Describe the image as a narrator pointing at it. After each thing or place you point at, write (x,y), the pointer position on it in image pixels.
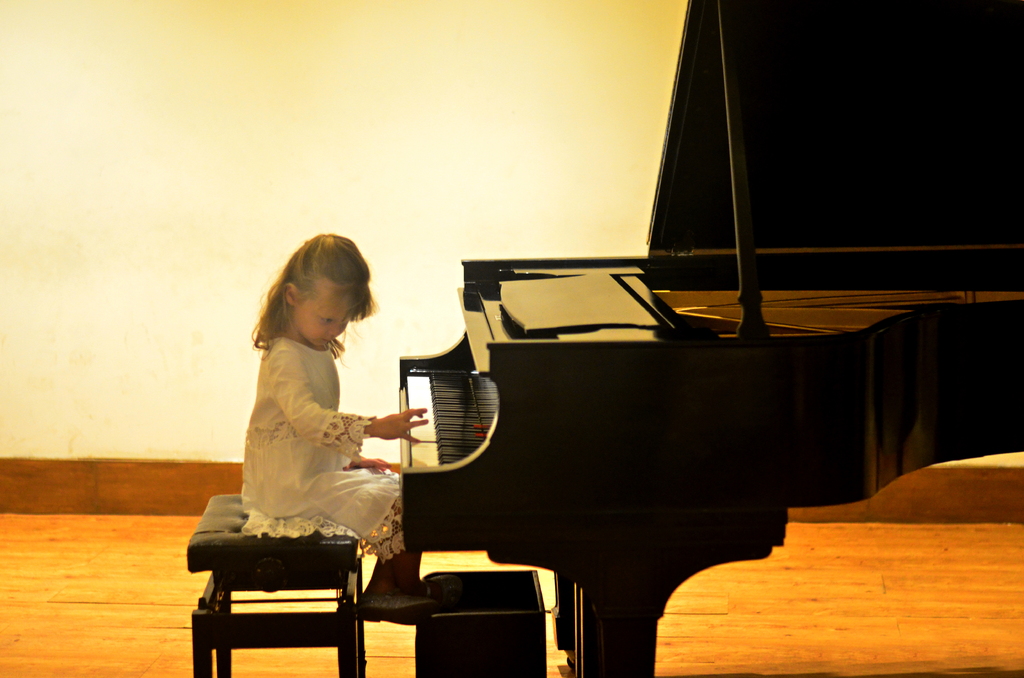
This girl (282,424) sitting on the chair (200,542) and playing piano (482,418). On the background (383,139) we can see wall (195,238). This is floor (80,603).
